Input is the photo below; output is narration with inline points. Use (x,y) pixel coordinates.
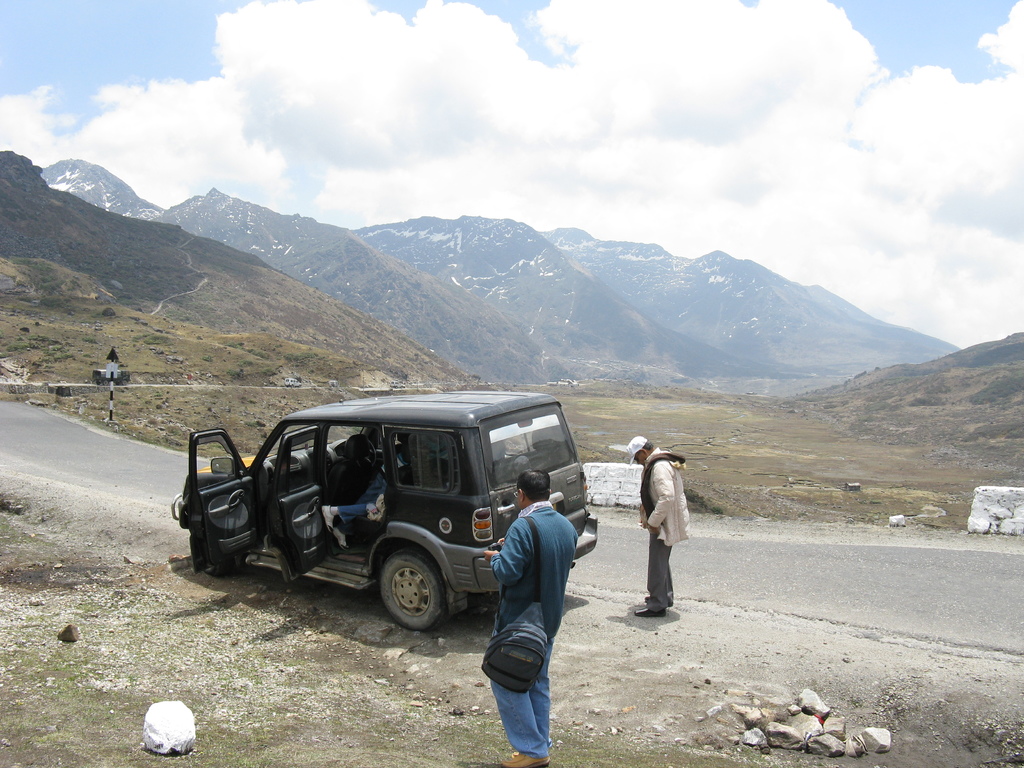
In this image, we can see persons (676,521) standing and wearing clothes (664,511). There is a vehicle (370,483) on the road (153,494). There are hills (327,244) in the middle of the image (626,266). There is a sky (916,318) at the top of the image (489,71).
